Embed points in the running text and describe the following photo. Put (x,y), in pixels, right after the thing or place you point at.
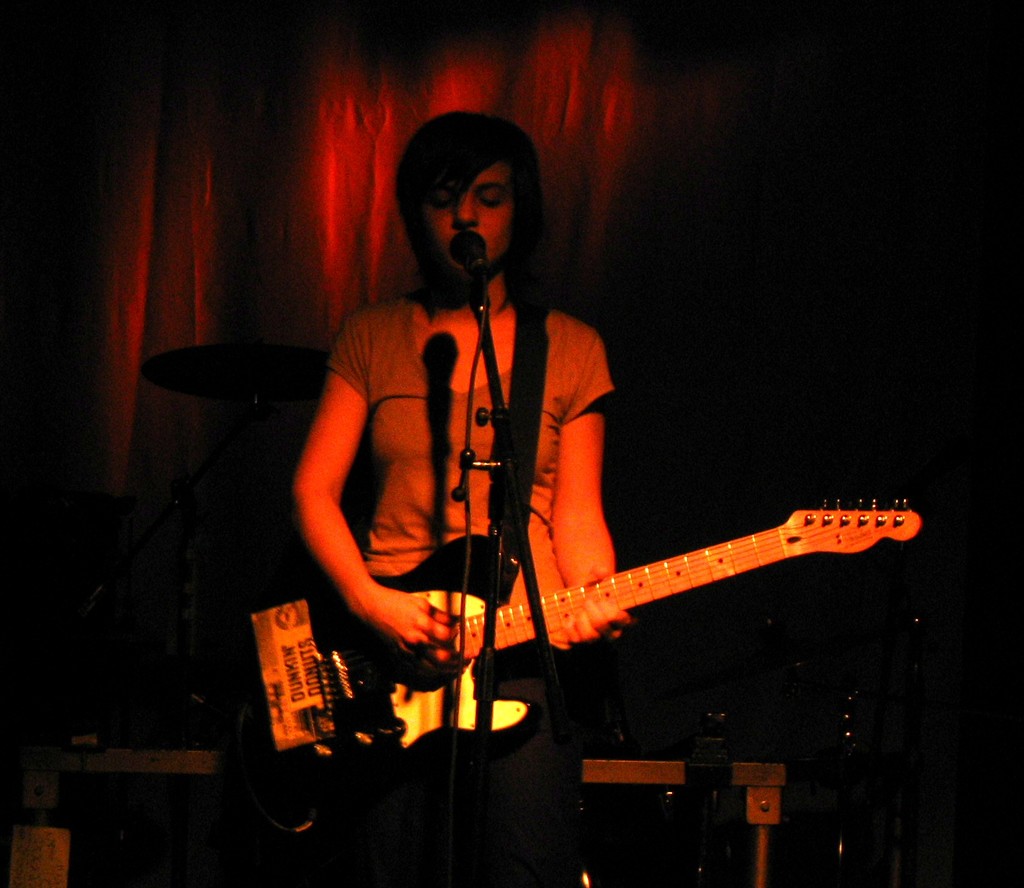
In the image we can see a person (579,341) standing, wearing clothes (436,415) and holding a guitar (501,590) in hand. This is a microphone (484,271) and there are objects (767,784), and curtains (638,119).
